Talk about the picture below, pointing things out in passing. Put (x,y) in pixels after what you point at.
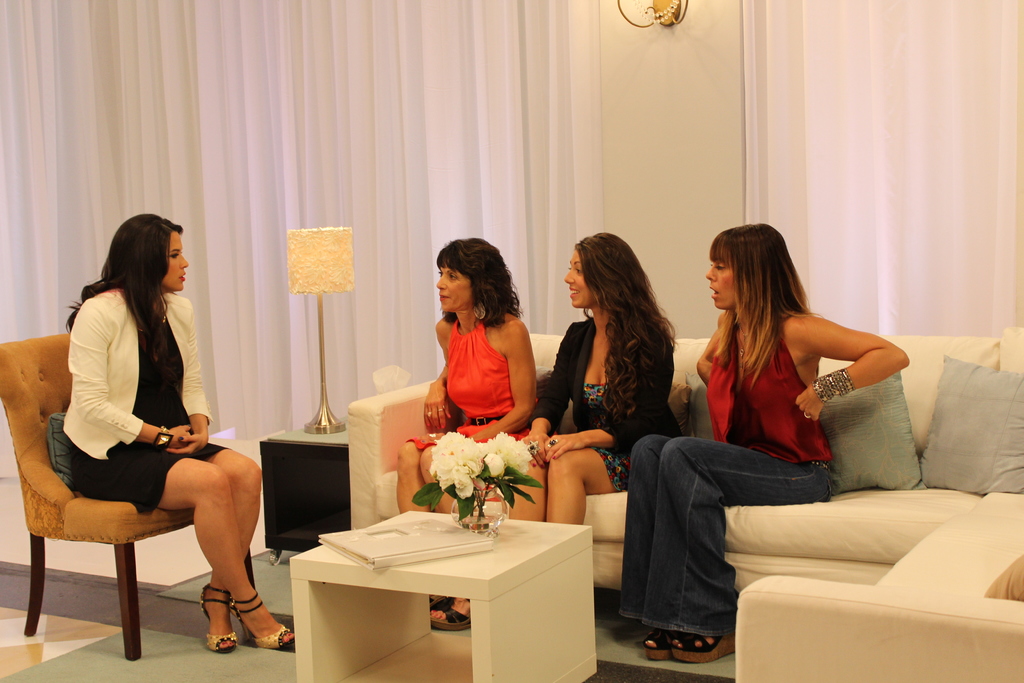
In this picture we can see four woman (621,318) where three are sitting on sofa (417,399) pillows (894,430) on it and one is sitting on chair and talking to each of them and in front of them there is table (449,594) and on table (416,585) we can see book (417,544), vase (481,506) with flower (474,469), lamp (321,270) and in background (333,330) we can see white color curtains (748,134).
